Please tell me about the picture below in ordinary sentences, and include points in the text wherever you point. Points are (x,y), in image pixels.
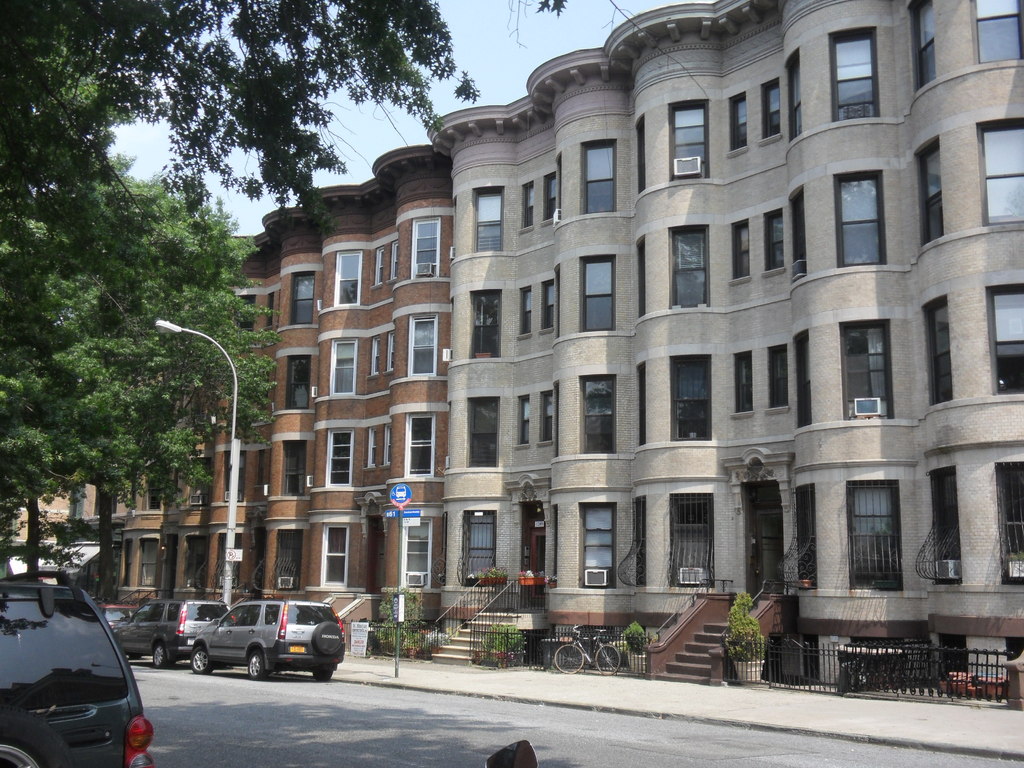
In the image in the center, we can see a few vehicles (254,603) on the road (352,689). In the background (346,84), we can see the sky (503,28), trees (103,51), buildings (658,319), poles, plant pots (743,668), fences (874,663), sign boards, staircases (698,673) etc.
